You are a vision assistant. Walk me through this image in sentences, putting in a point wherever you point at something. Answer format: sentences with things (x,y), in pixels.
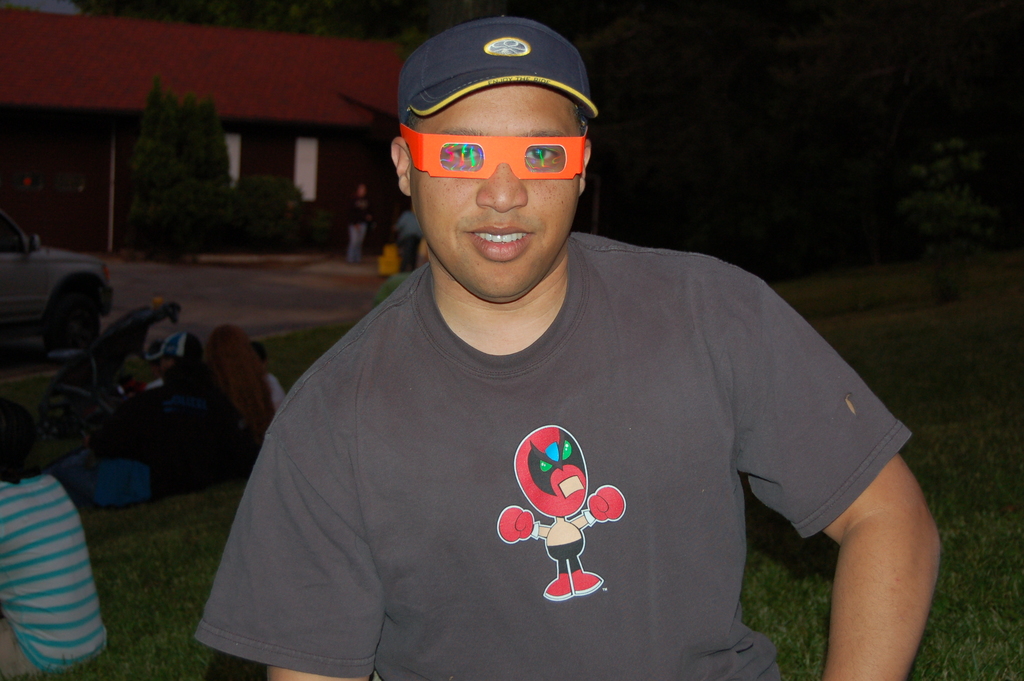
In this image, we can see a person (627,407) wearing clothes (655,512) and spectacles (563,162). There are some persons (162,419) sitting on the grass (105,562). There is a tree (199,156) and shelter house (48,175) in the top left of the image (223,127).
